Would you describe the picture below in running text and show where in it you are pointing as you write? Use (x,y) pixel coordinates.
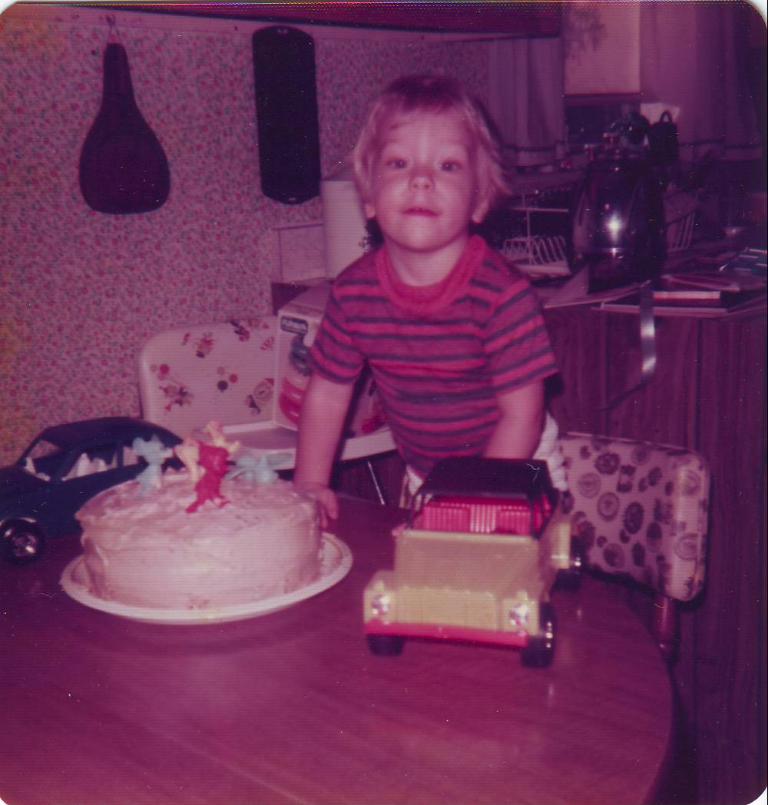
In this image there is a boy (342,353) standing on the chair (676,563). In front of him there is a table (436,683). On top of it there is a cake (262,576). There are toys (43,518). Beside him there is a chair (295,442). On top of it there is some object (306,347). Behind him there is a table (707,384). On top of it there are a few objects (646,239). In the background of the image (141,170) there are some objects (99,125) on the wall (173,240).
